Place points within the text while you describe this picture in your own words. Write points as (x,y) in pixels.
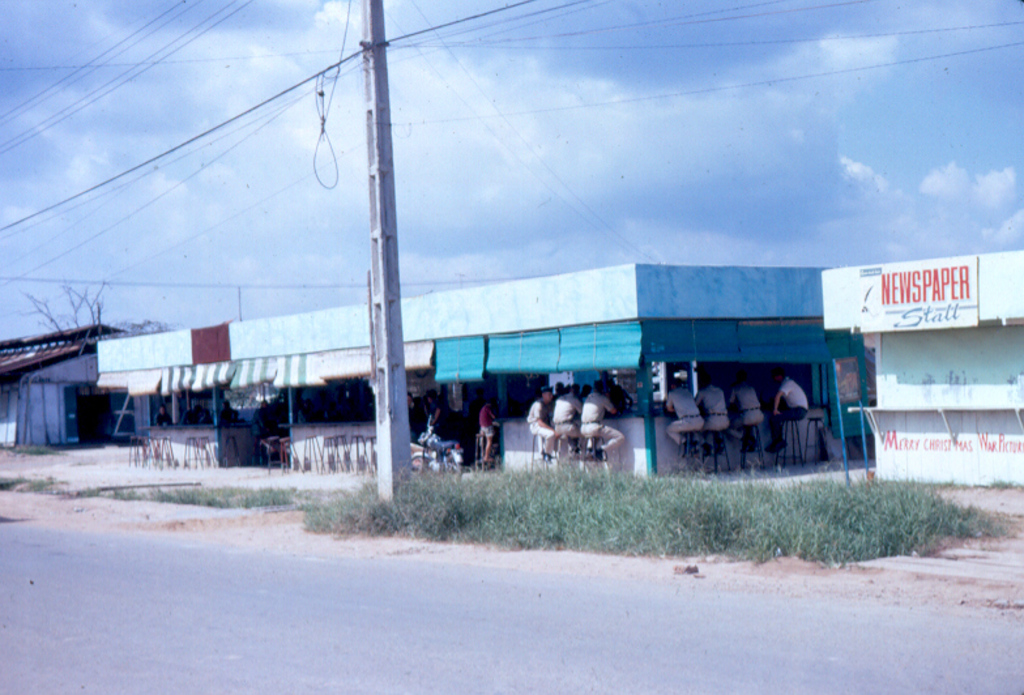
In the front of the image (705,517) there are sheds (439,335), grass (428,510), people (569,401), stools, a house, board (916,276), pole (399,453), branches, road (200,568) and objects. Under the open-shed (437,329) we can see people (557,398) are sitting on stools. Something is written on the board (913,292) and wall (980,316). In the background of the image (637,85) there is a cloudy sky (626,77).
